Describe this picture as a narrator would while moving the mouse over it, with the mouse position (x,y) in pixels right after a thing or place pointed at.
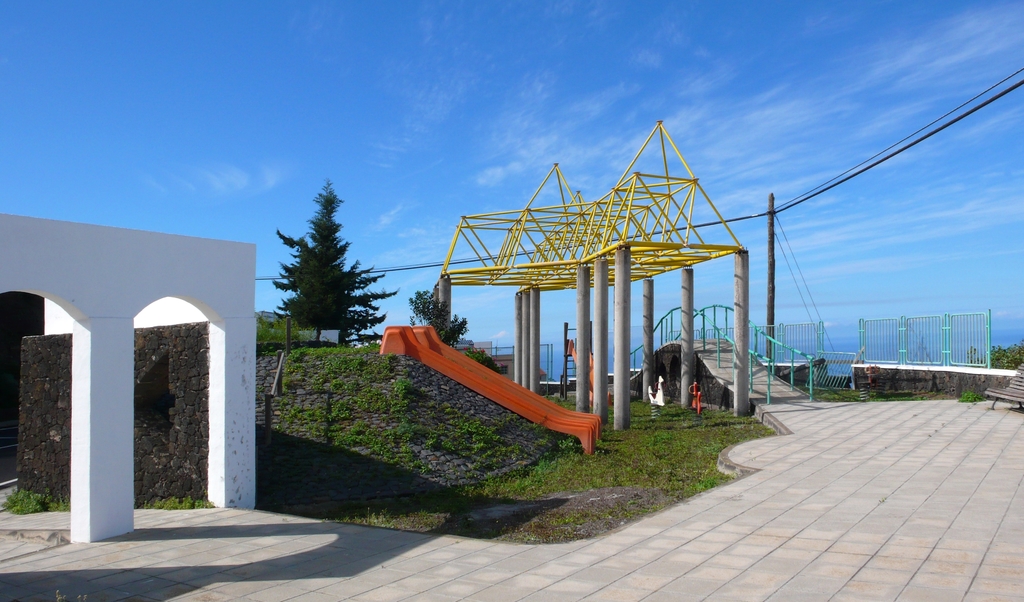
In this image there is a slide (504,393) in the middle (504,393). Beside the slide (469,377) there are pillars (618,335) on which there is an architecture (600,217) made of rods (519,230). On the right side (972,384) there is a wall (917,372) on which is a fence (886,338). In the middle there is a pole (770,302) to which there are wires (841,184). At the top (535,60) there is the sky (466,58). On the left side (90,325) there is an arch like structure (131,277). On the ground (566,458) there is grass (566,458).
